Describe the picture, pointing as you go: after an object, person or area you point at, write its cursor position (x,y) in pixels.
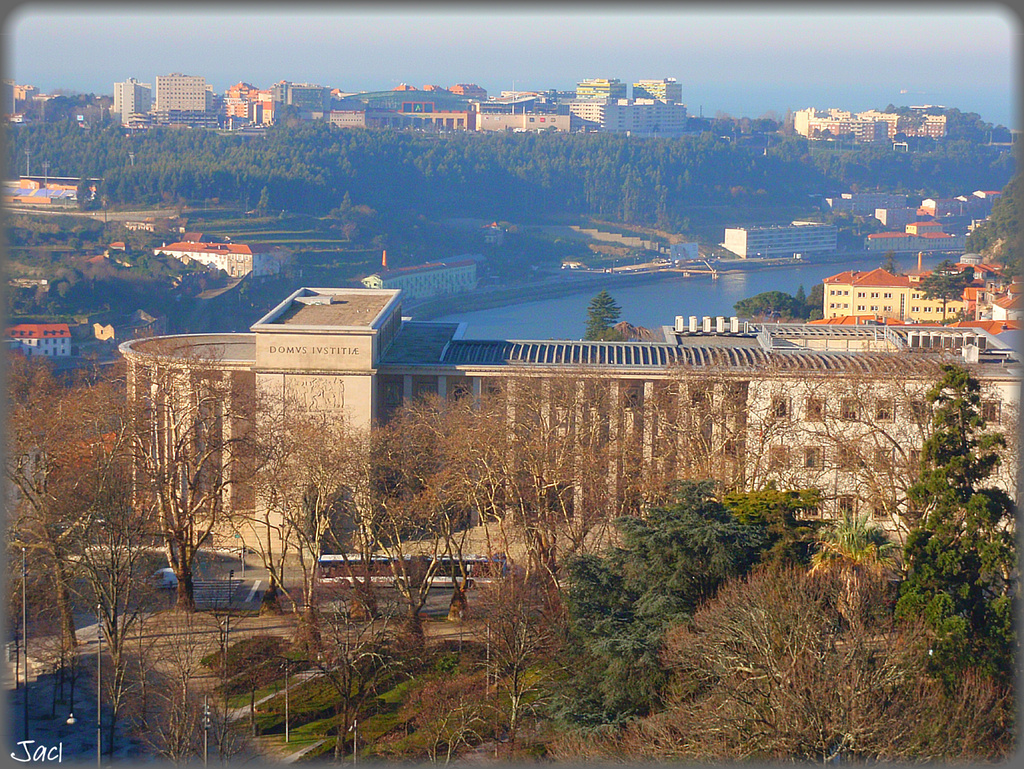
In this image I can see there are trees (175,476) and a building (816,412), there is a lake (573,327), there are a few more buildings (779,254), trees (592,180) in the backdrop (263,153) and the sky (278,74) is clear.
